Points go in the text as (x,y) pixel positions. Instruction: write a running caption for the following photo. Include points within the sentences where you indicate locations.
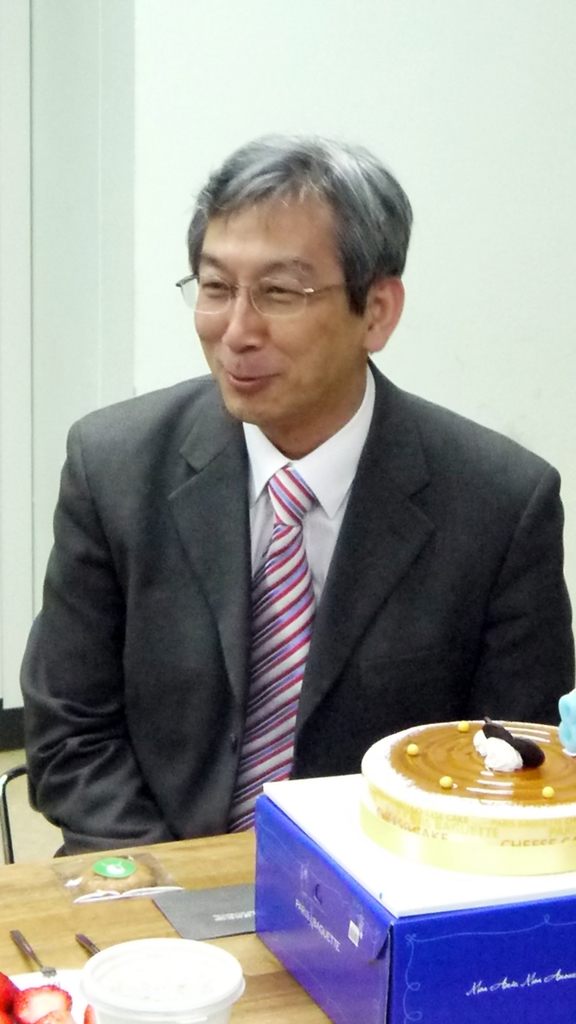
In this picture we can see a man (227,643) wore a blazer (237,606), tie (267,571), spectacles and smiling. In front of him we can see the table (95,928) with a box (312,899), bowl (209,971), fork (46,971), cards (205,899), food (128,861) and some objects (63,982) on it. In the background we can see the walls (89,32).
